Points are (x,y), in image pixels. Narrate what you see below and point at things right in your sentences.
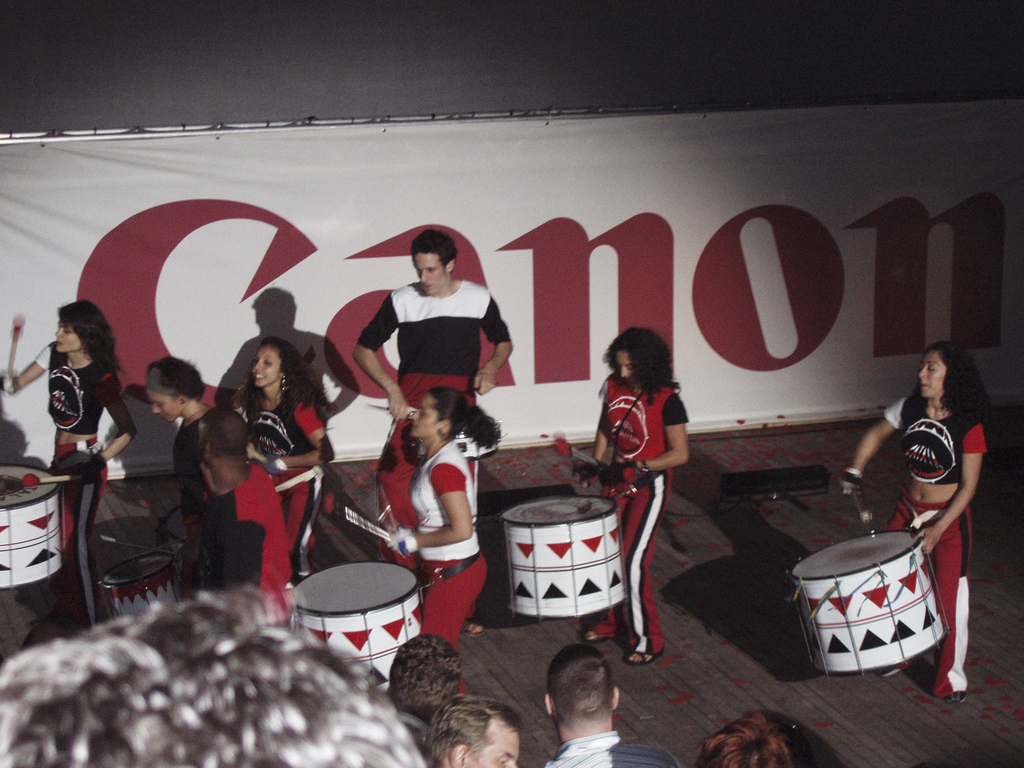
There are troop of girls (608,416) playing a drum (588,509) with the help of drumsticks (592,458) and a man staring at them. This is a banner (474,141) behind them.
